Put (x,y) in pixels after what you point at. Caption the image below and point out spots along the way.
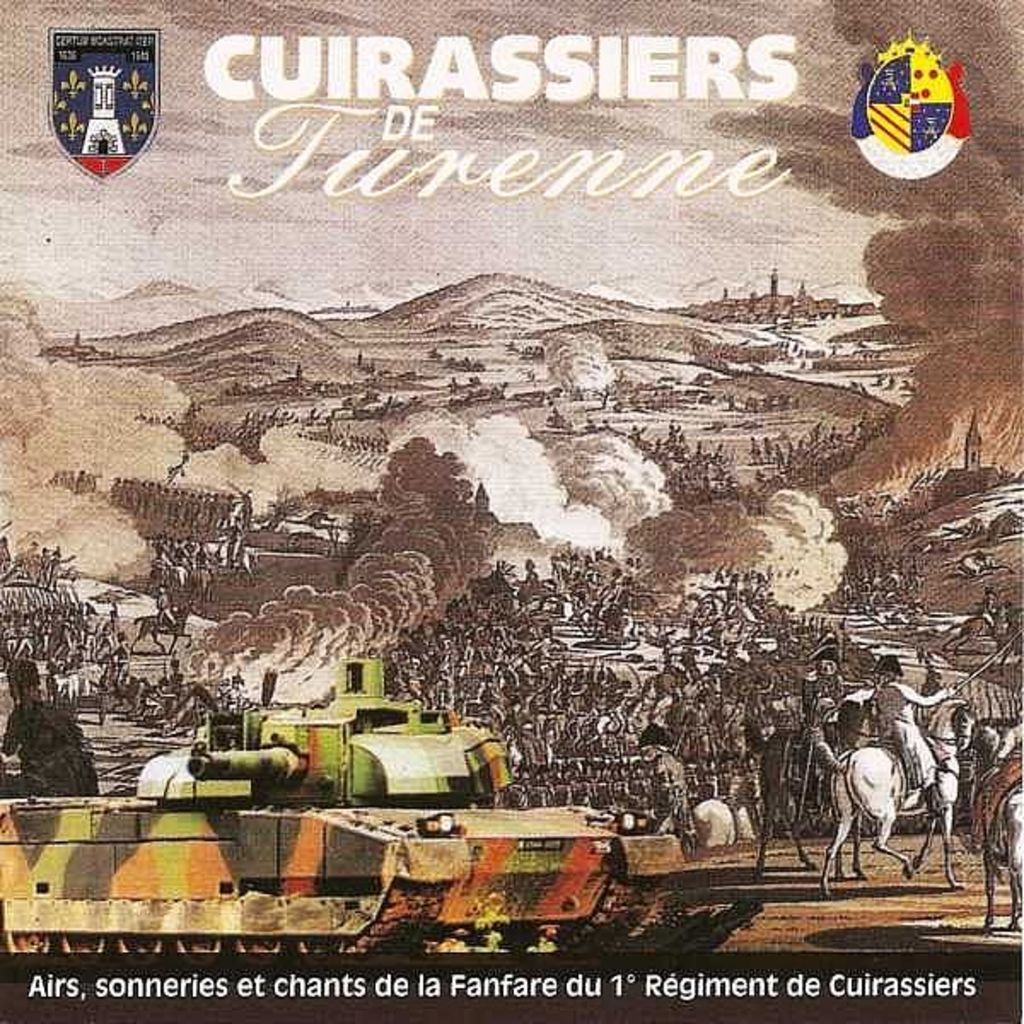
This image consists of a poster (301,635). This looks like a war. There are horses (873,764) in this image.
